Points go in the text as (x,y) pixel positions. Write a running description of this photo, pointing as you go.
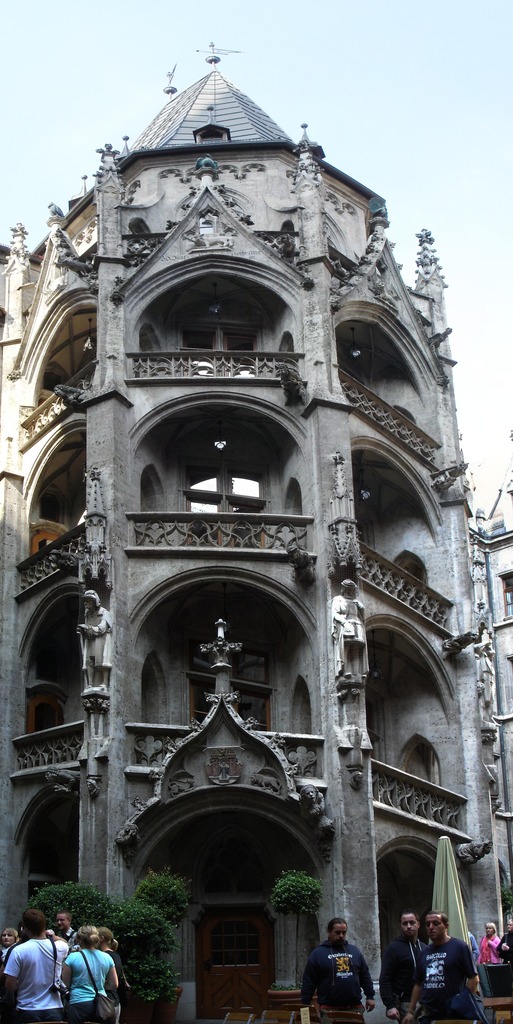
In the image we can see there is a huge building (262,762) and there are plants (151,996) and trees (127,945) outside the building (381,953). There are people (27,974) standing outside the building (214,140) and the sky (293,100) is clear.
